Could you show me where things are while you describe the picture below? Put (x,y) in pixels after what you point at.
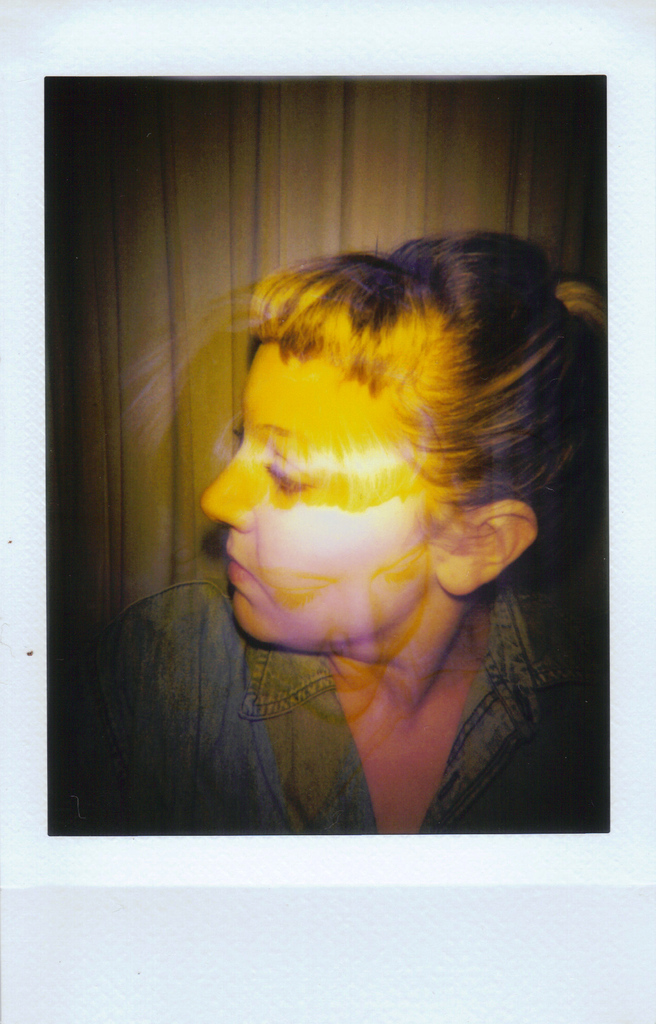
In this image I can see a photograph (367,531) of a woman (398,469) wearing blue colored dress (232,697) is on the white colored surface (13,714) and I can see the cream colored curtain (169,312) in the background (210,171).
